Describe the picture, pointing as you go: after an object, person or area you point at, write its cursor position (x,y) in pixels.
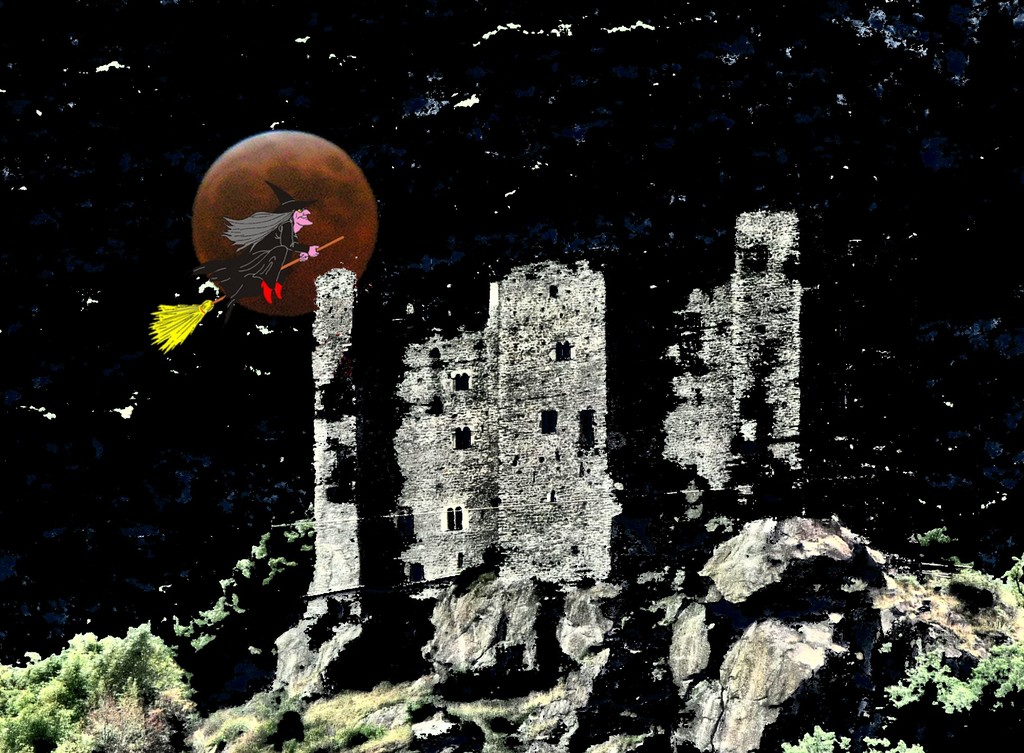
This is an animated picture. In the foreground of the picture (432,735) there are trees (68,673), rocks (745,609) and a castle (424,450). In the middle of the picture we can see a person (239,276) flying using a broomstick (338,241) and there is moon (320,182) in the sky (583,189). At the top (459,77) it is black.
